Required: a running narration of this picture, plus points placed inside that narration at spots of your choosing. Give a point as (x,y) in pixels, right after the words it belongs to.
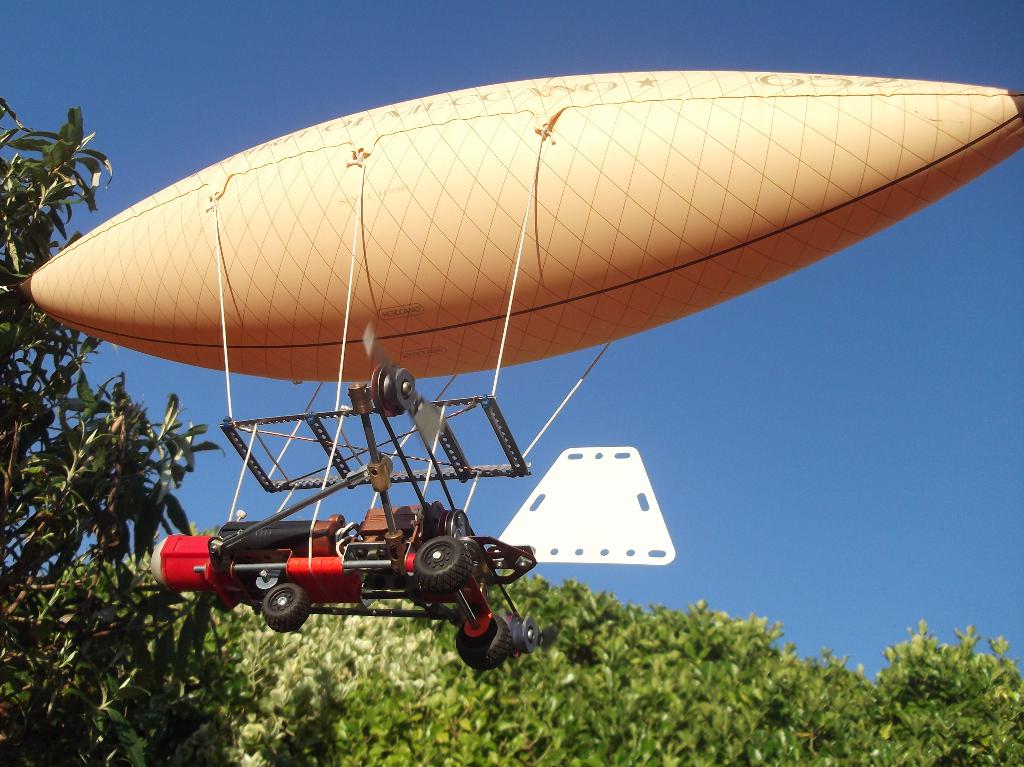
In this picture I can observe flying object (313,357) which is looking like an airship (421,341). I can observe red and black color vehicle (184,538) tied to this airship (451,211). In the background (358,504) there are trees (539,701) and sky (818,443).
